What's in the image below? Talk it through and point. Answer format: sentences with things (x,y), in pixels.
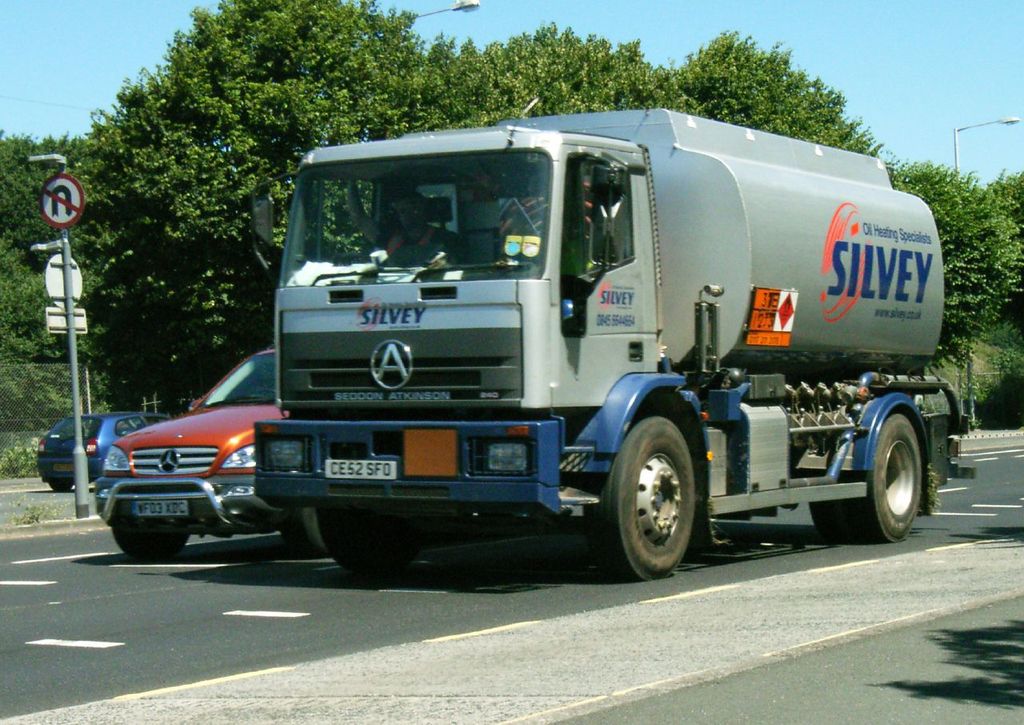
It's a big truck (751,450) moving on the road (575,539) beside of it. It's an orange color car (204,470) and also here it's a sign board (54,207) and behind them there are trees (114,199).
